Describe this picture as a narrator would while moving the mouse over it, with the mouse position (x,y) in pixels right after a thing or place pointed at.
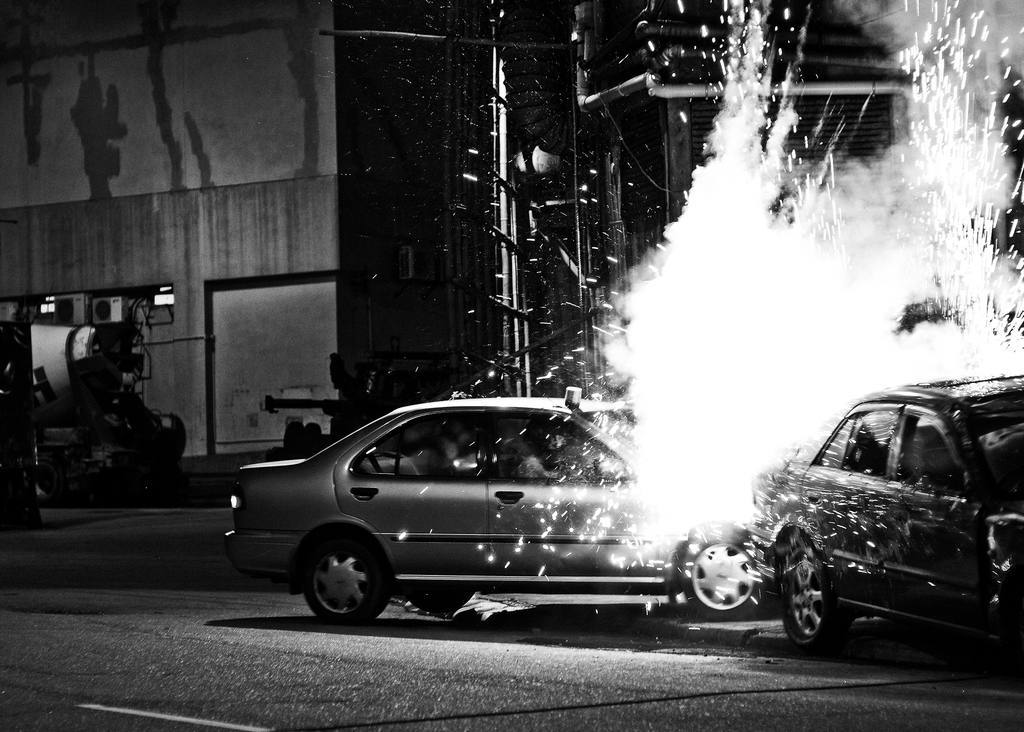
In this image I can see two cars (601,574) and a fire (686,451) on the road (503,655). In the background (12,201) I can see buildings (357,234), light poles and metal rods (578,283). This image is taken may be on the road (130,682).
